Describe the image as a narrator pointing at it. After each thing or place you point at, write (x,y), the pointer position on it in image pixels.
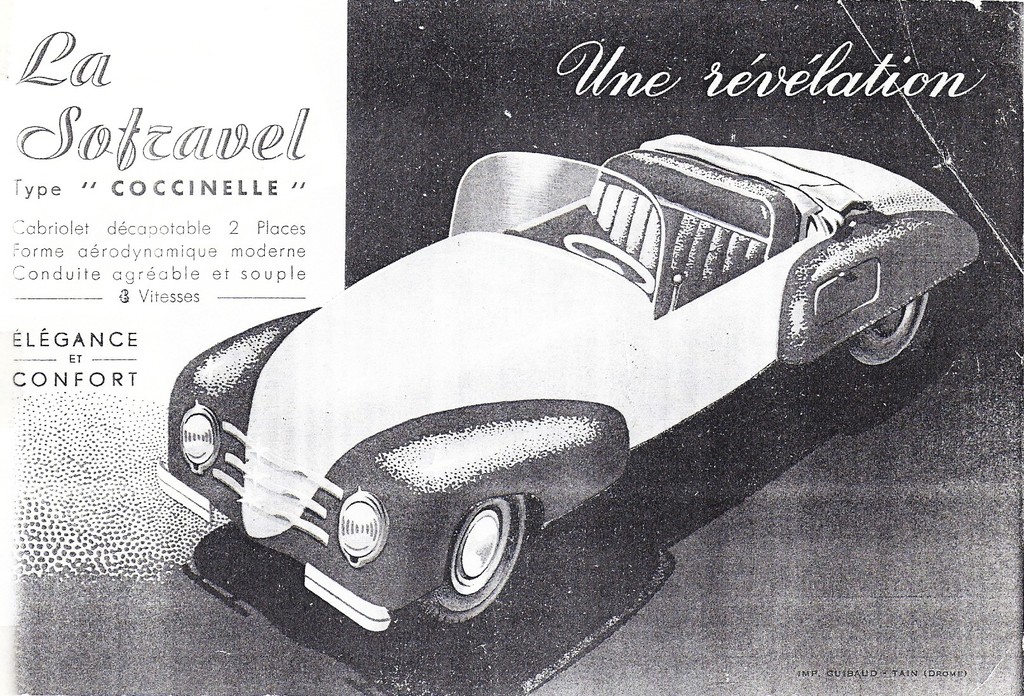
In this image we can see a poster (533,405), with a car image (629,311), and some text (108,248) written on it.
